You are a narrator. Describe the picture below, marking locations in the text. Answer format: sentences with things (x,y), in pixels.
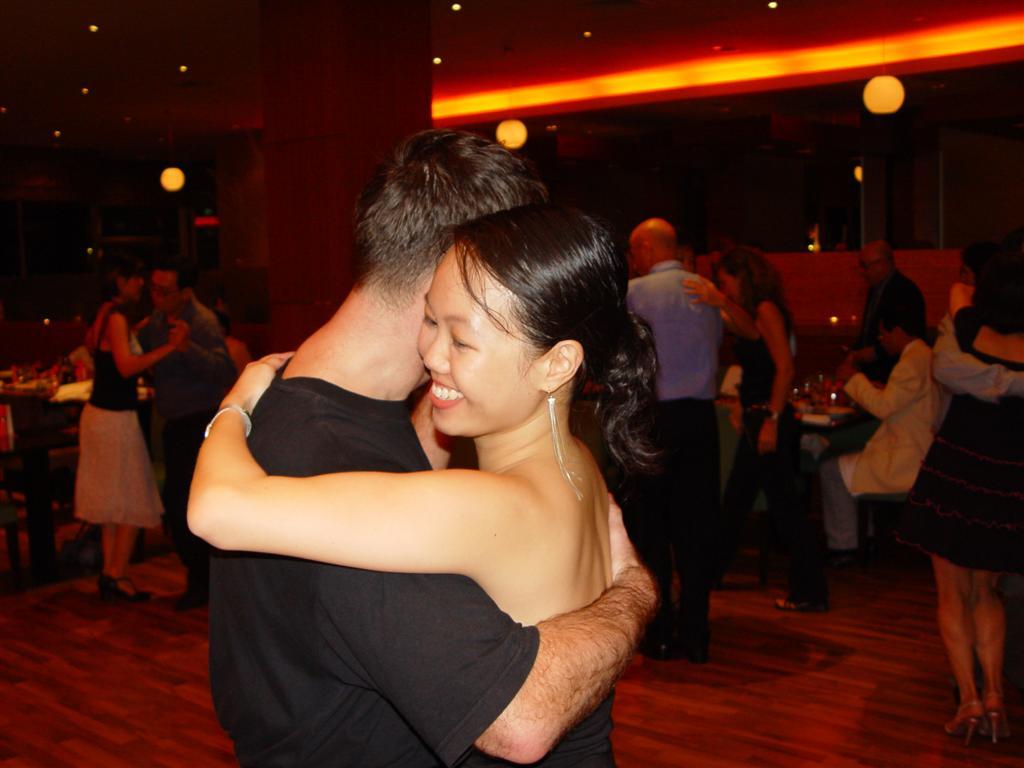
This is an image clicked in the dark. In the foreground (466,513), I can see a man (339,432) and a woman (511,546) wearing black color dresses (431,673), holding each other. The woman (459,425) is smiling. In the background (734,462), I can see some more people (174,342), few are sitting on the chairs (874,499) and few are dancing on the floor (129,646). On the left side (42,439), I can see table (34,453). On the table (44,405), I can see few objects (67,375). In the background (388,106) there is a wall (349,104). At the top (563,80) I can see few lights (554,89).
